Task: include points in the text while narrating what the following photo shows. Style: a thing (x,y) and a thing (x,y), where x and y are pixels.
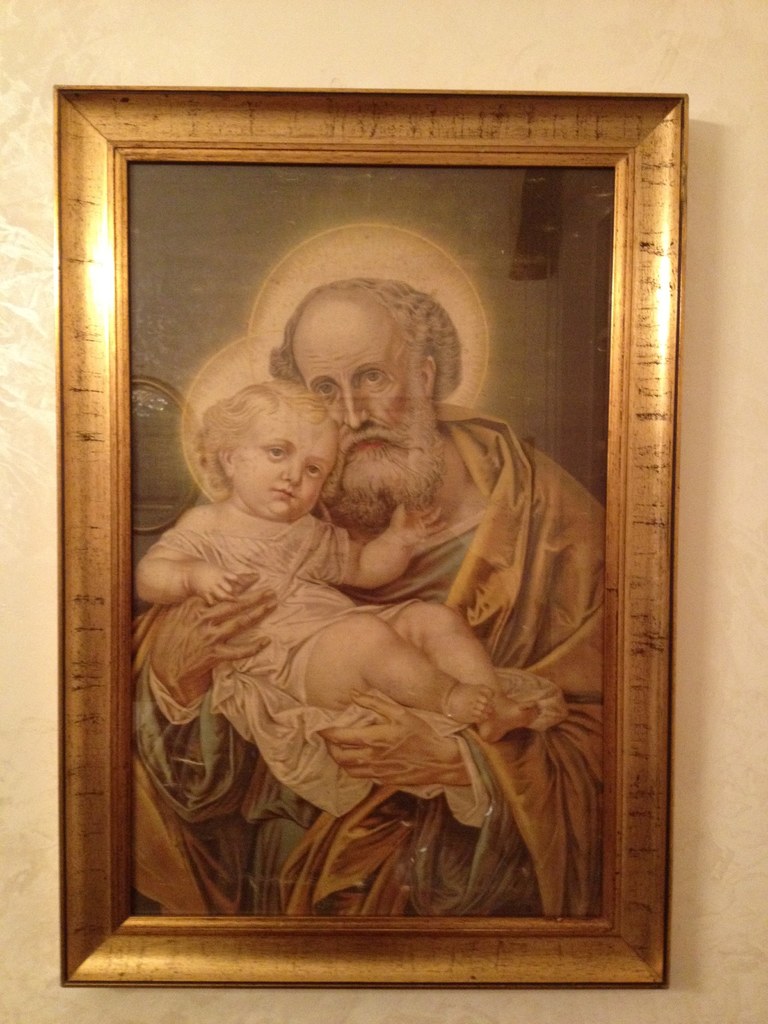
In this image I can see a photo-frame (522,722) on the wall (6,710) on which we can see an old man (457,475) holding baby (457,712).
